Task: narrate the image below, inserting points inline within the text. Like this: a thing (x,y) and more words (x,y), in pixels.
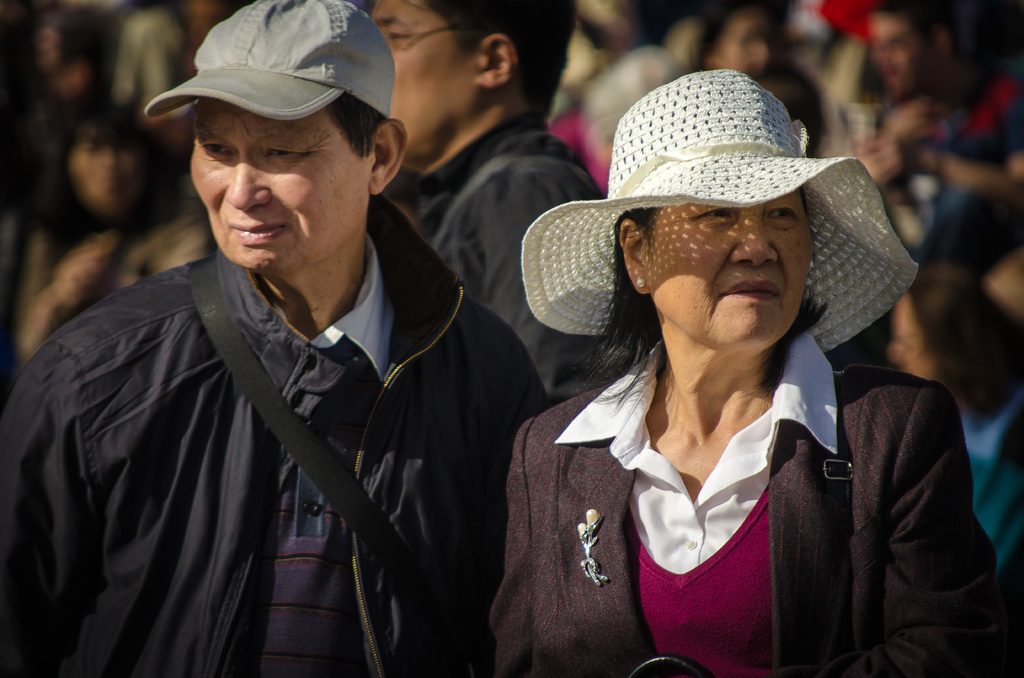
In this picture we can see there are three people (251,454) standing. Behind the three people (387,252), there are some blurred people (883,161).
